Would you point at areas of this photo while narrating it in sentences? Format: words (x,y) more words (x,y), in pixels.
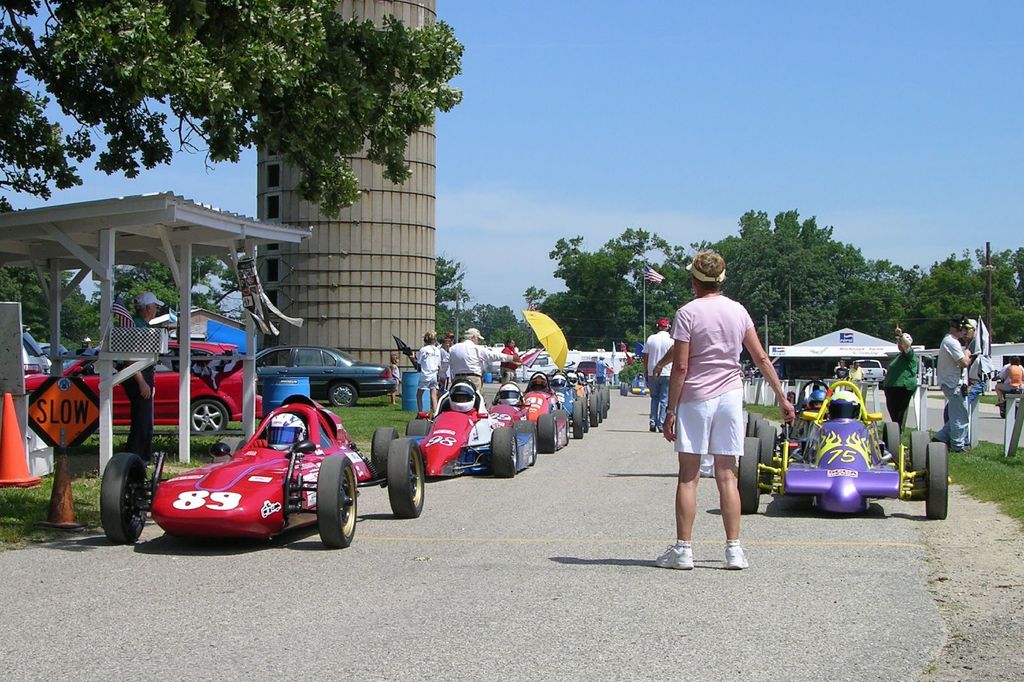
on the road (392,534) there are many cars (447,426) there are people (457,352) standing near to the cars (459,451) there are many trees (167,65) there is a clear sky (734,179).
